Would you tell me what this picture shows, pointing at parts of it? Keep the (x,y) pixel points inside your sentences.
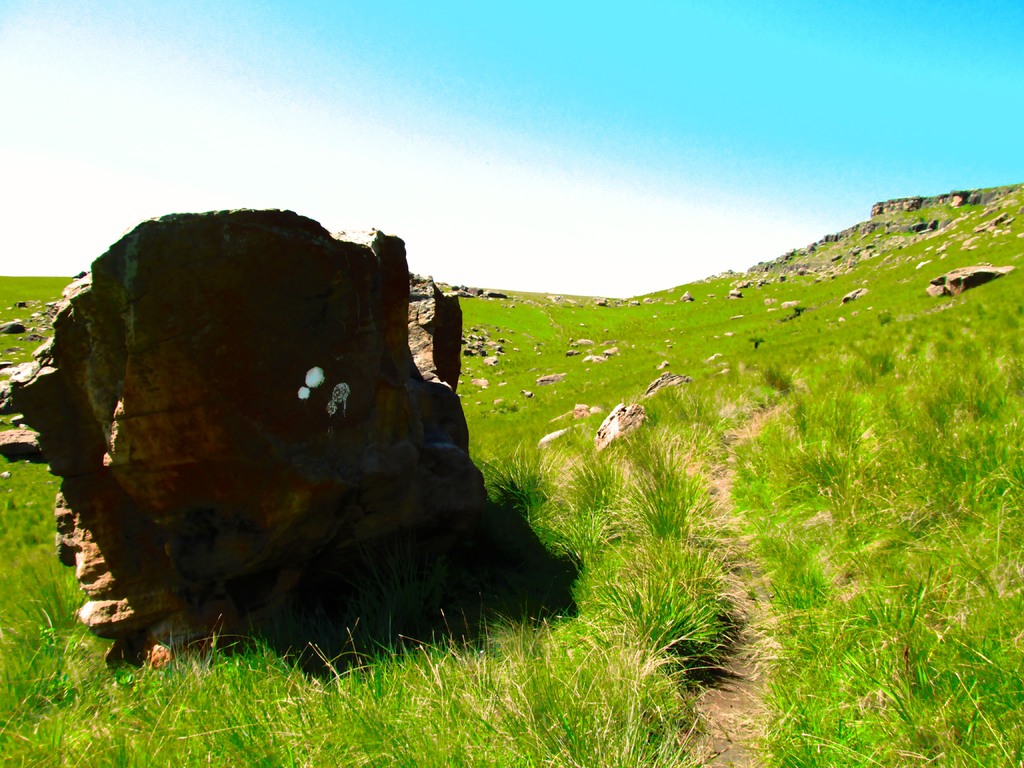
In this image there are rocks (394,528) on the grassland (765,504). Top of the image (577,130) there is sky (489,151).
